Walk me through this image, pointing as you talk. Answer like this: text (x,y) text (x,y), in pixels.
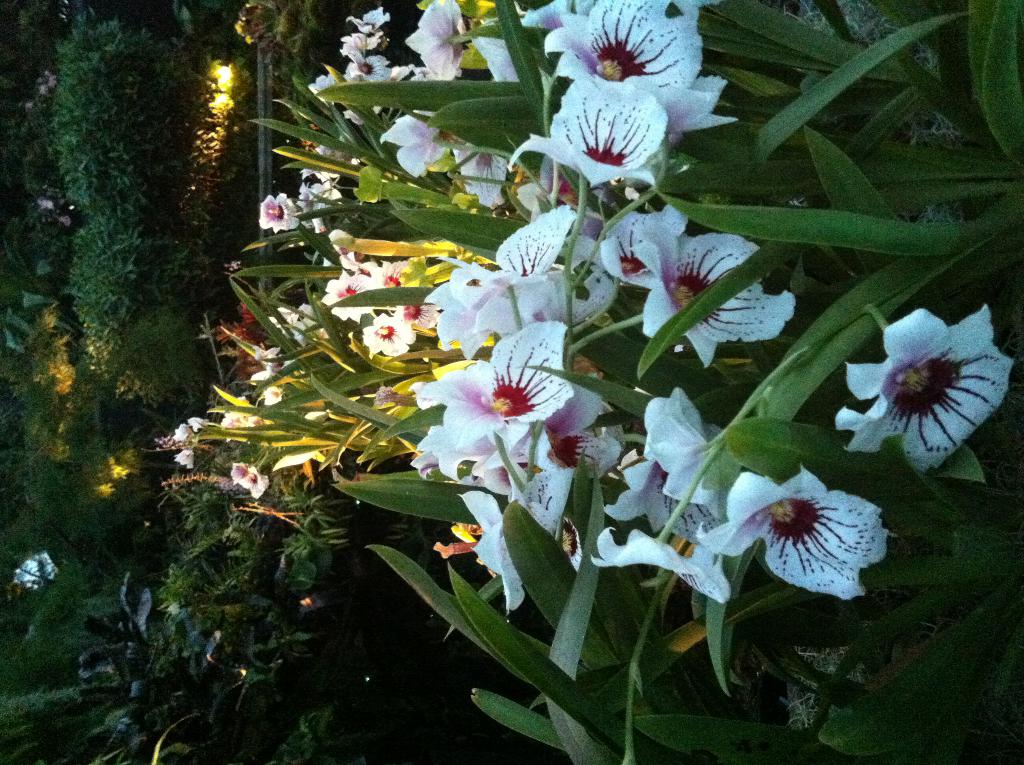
In this image we can see white color flower plants (603,365). Left side of the image (118,485) plants (106,321) are there.
